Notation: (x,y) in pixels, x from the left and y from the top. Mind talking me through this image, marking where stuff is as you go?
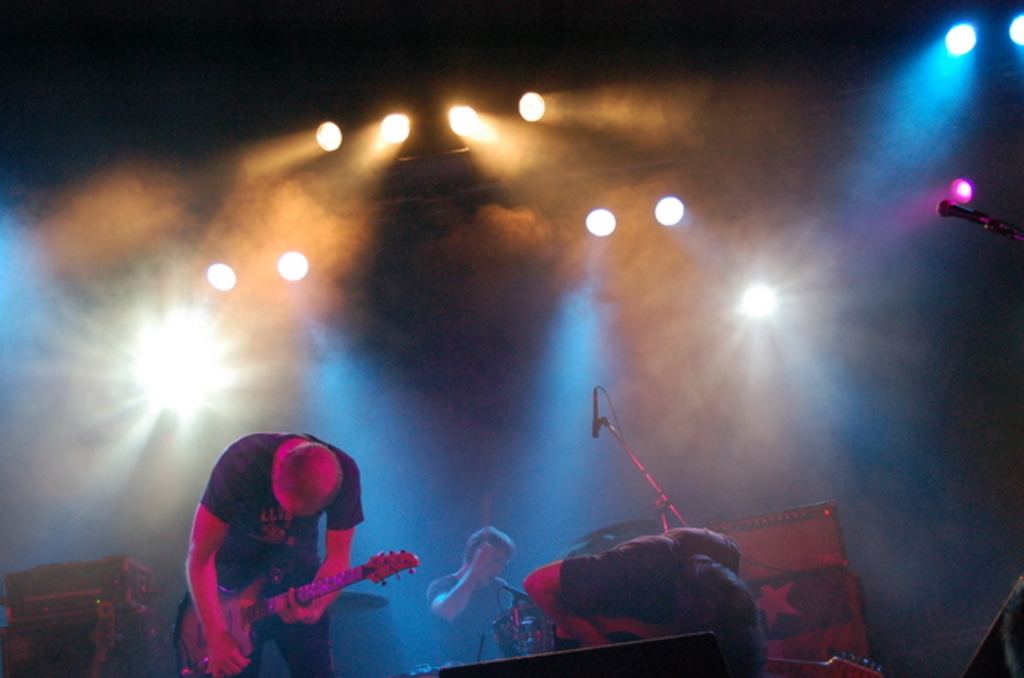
I can see two persons (289,586) standing, One person (301,623) is playing guitar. And this is the mike (592,424) with the mike stand (639,465). At background (474,585) I can see a person (475,607) is playing drums (514,625). This looks like a stage show. These are the show lights (661,212).
